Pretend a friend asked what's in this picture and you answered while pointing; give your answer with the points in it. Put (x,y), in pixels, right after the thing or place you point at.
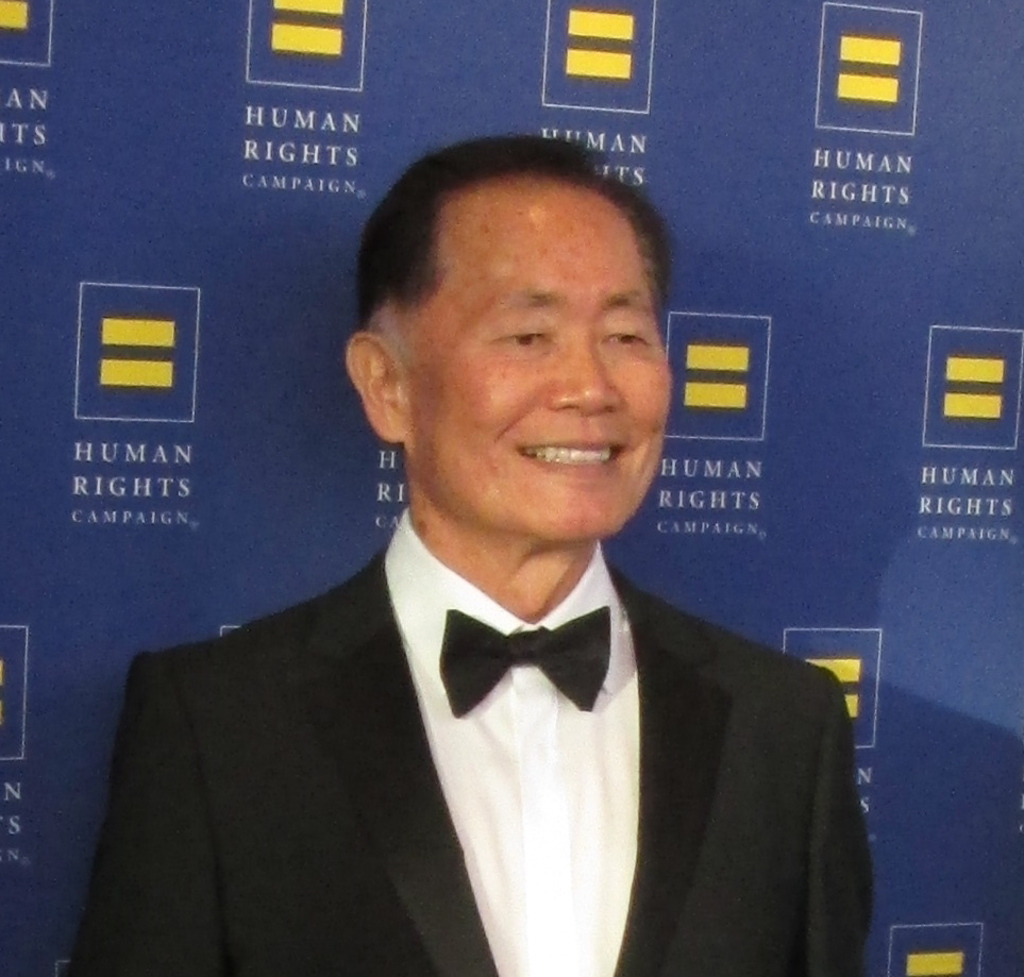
In this image we can see a man (551,474) is standing and smiling. And he is wearing black color suit (749,832) with white shirt (579,792). Background (897,292) blue color banner (886,300) is there.
